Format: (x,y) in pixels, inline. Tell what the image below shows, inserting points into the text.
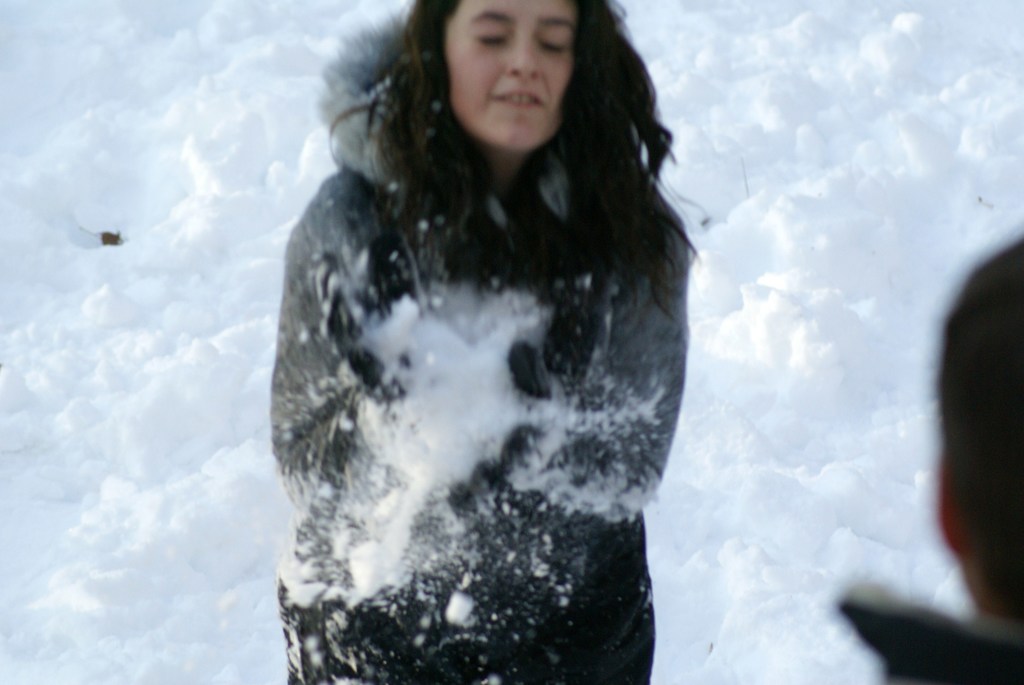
There is a person (308,279) standing and we can see snow (257,319).
